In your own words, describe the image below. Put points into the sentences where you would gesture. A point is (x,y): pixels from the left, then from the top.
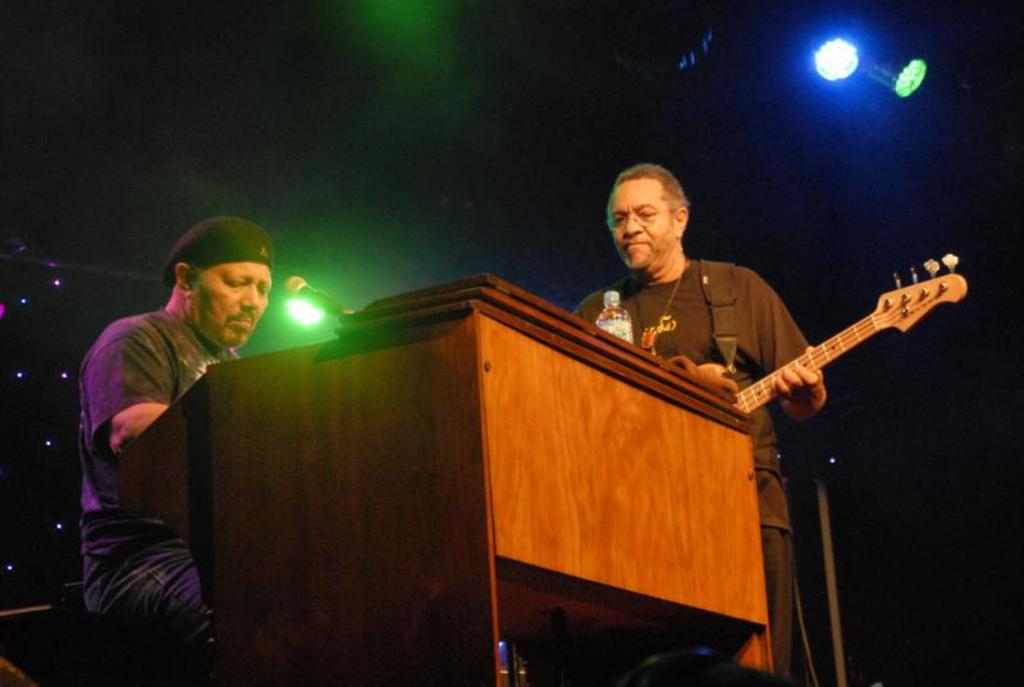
There are two people (660,343) one and two. On the right side of the person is standing. He's holding a guitar (691,369). On the left side of the person (166,369) is sitting. There is a wooden podium (363,361). There is a bottle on the table (664,359) & On the background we can see there is a light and decoration part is there.
